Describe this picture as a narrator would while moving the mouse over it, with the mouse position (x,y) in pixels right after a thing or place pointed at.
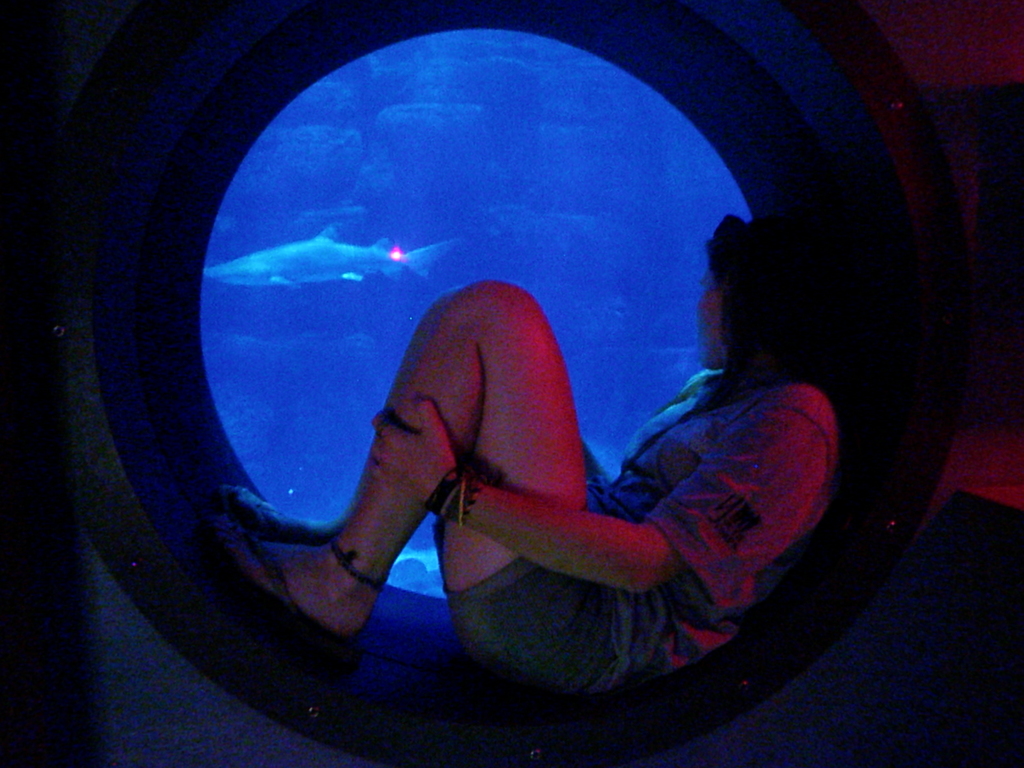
In this image we can see a lady person (717,469) wearing red color shirt (705,546) and green color boxer (498,626) sitting and at the background of the image (409,239) there is shark (330,270) in the water (361,206) and it is of blue color.
